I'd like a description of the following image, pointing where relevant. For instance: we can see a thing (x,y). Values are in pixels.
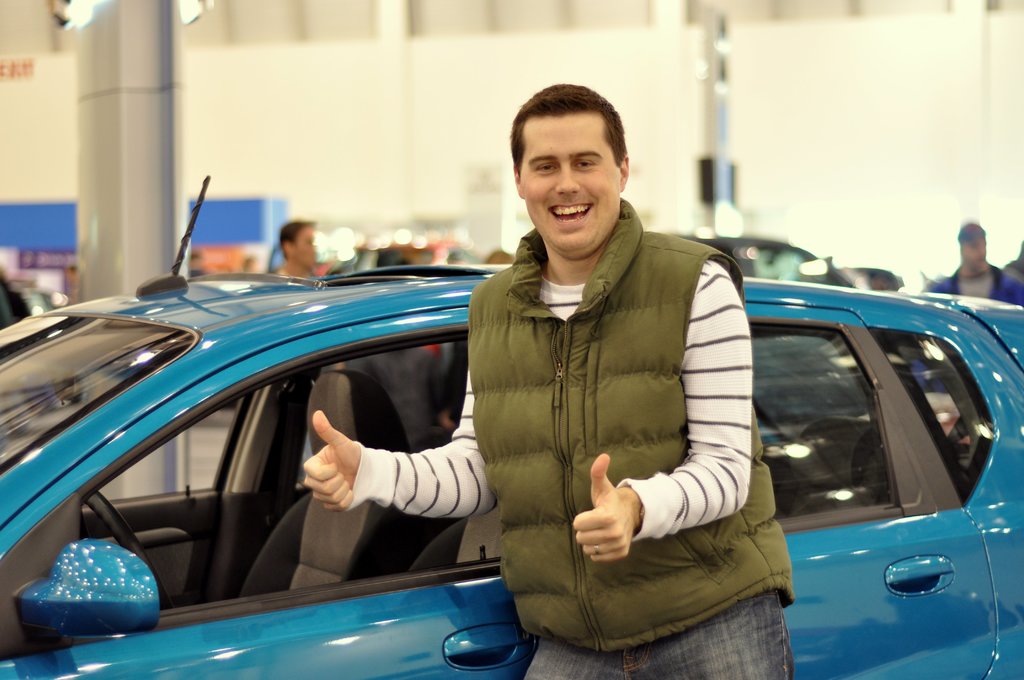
In this picture we can observe a man (520,435) wearing a green color jacket (535,421). He is smiling. He is standing beside blue color car (375,591). On the left side (92,122) there is a pillar (99,142). In the background (343,156) we can observe a wall (336,96).
